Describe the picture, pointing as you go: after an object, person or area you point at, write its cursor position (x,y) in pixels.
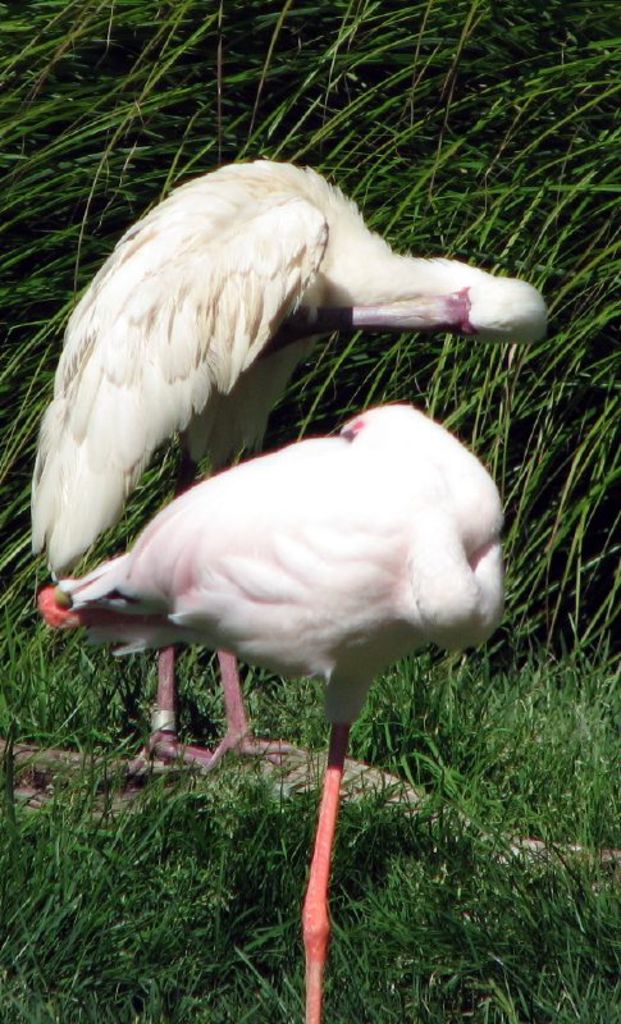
In this picture there are birds (305,665), grass (269,707) and plants (509,186). In the center of the picture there is an object (320,776).
